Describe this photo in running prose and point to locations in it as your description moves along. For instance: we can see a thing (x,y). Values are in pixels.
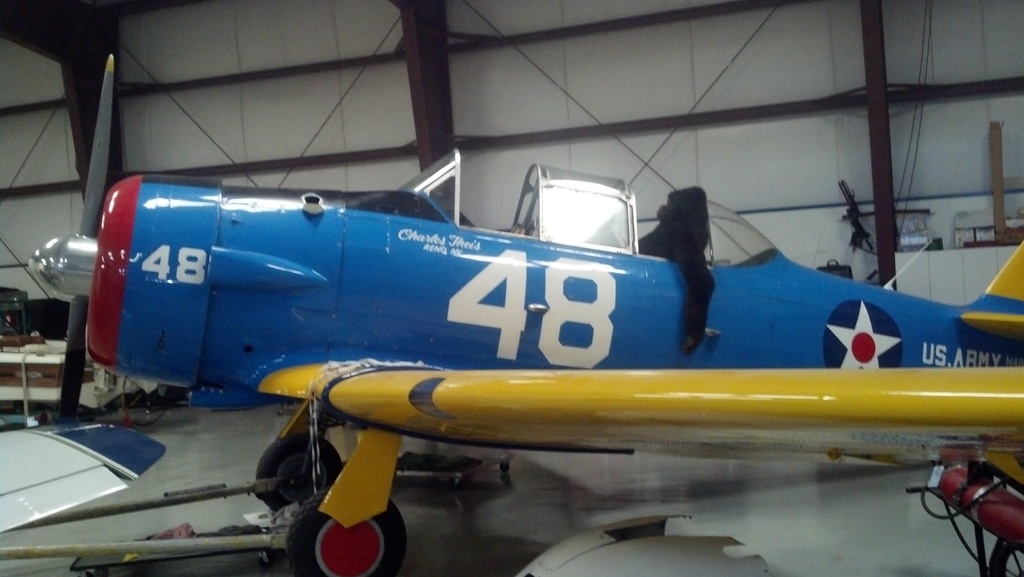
In this image in the center (521,347) it looks like an aircraft (662,355), and in the background (119,144) there are some poles (488,45) and some wires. At the bottom (148,514) there is floor (759,489) and in the background (947,248) there are some other objects (33,349), and also i can see some wires (949,514) on the right side (936,516).
